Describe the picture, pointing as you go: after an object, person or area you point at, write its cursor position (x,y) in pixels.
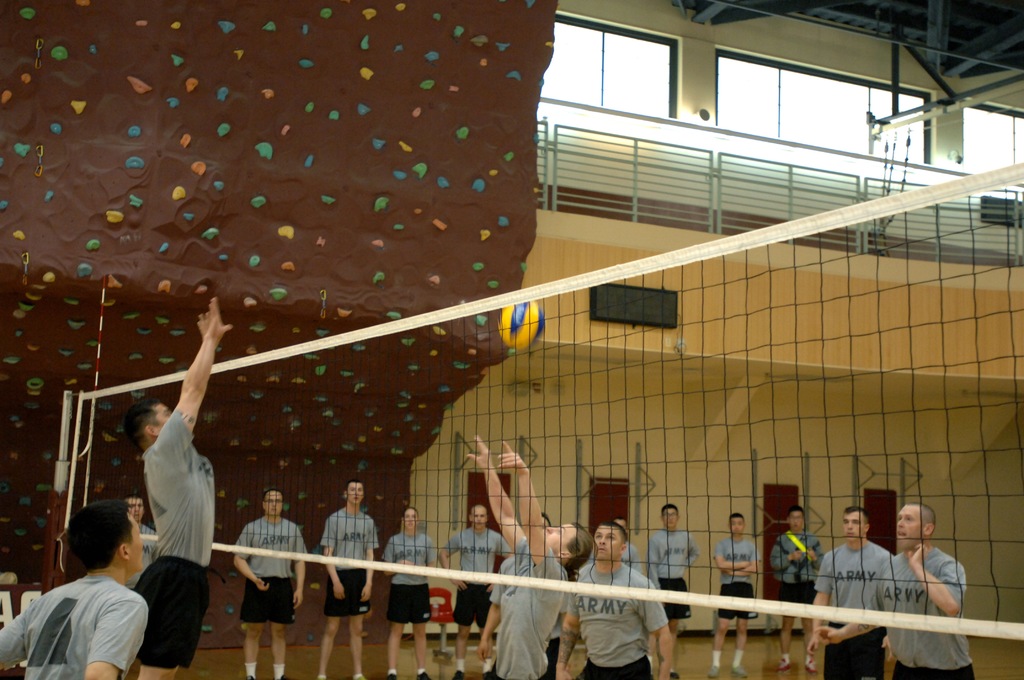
In the image we can see there are people (177,575) wearing clothes (206,602) and they are playing volleyball. This is a net (812,610), volleyball (512,329) and volleyball antennas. This is a fence (610,205) and windows (727,78), these people (798,581) are wearing socks (254,664) and shoes (741,664). This is a floor (756,660).
